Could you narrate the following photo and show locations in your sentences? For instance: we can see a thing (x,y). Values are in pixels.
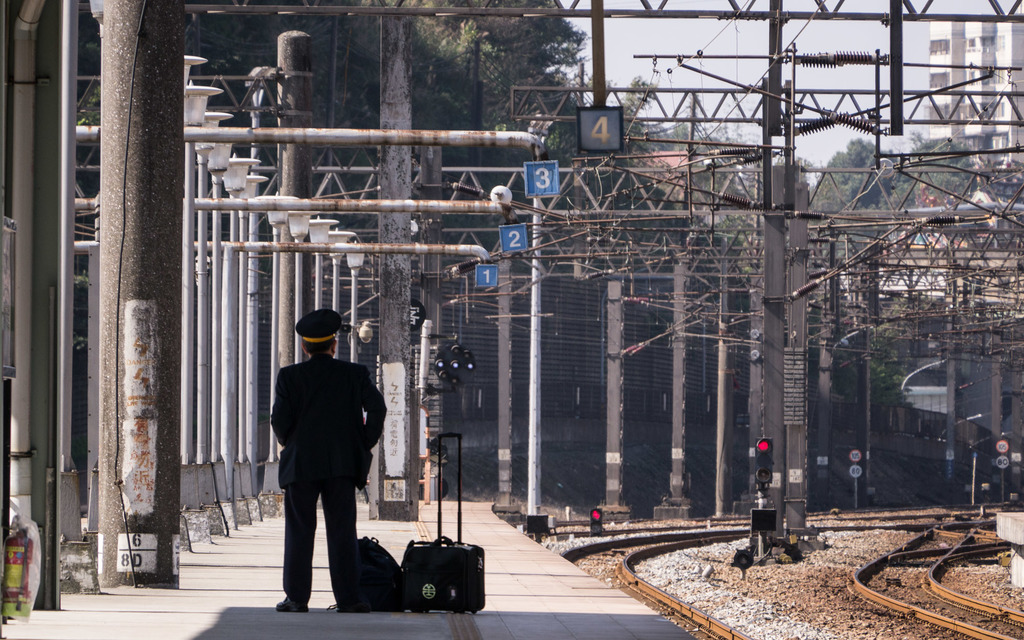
In this picture I see the platform (262,575) in front (273,527) on which there is a man (331,459) and I see bags (389,554) near him. In the middle of this picture (368,243) I see number of poles (790,257) and I see few signals (458,367). On the right side of this image (690,525) I see the tracks (662,548). In the background (418,118) I see number of trees (683,134), sky (900,138) and I see a building (952,52) on the top right corner (962,54).
